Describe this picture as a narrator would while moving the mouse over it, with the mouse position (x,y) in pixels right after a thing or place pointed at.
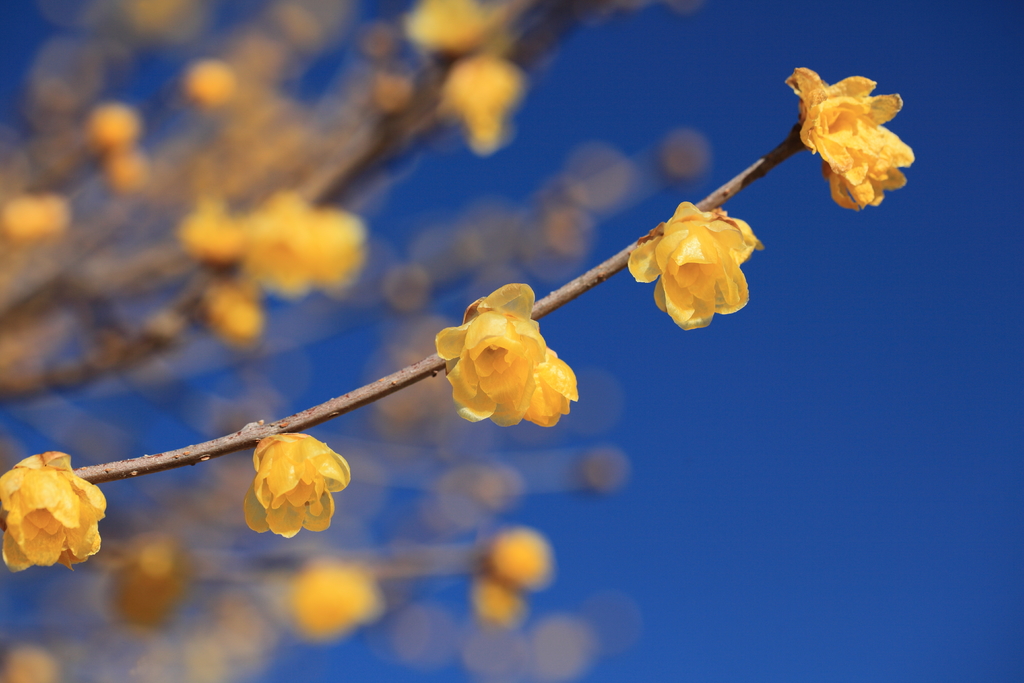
In this image I can see a tree (246,436) which is brown in color and few flowers (224,231) to it which are yellow in color. In the background (659,220) I can see the blue colored sky (630,300).
